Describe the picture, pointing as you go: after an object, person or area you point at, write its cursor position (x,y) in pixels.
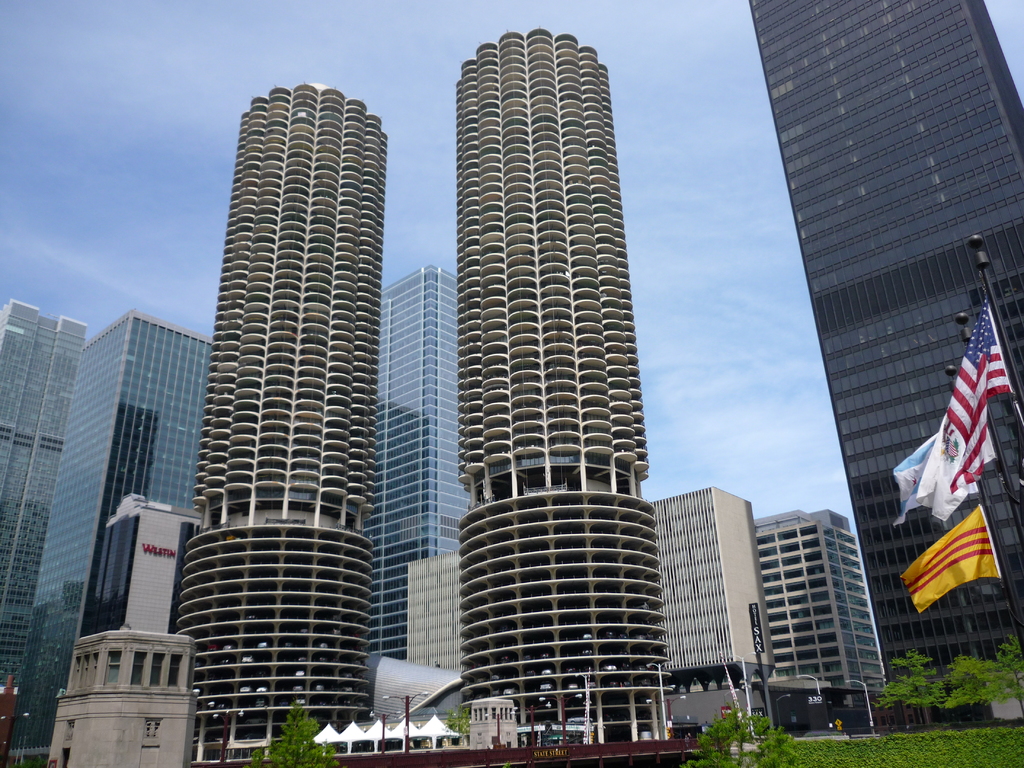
In the picture we can see some tower buildings (888,31) with many floors (983,626) and near it, we can see two cylindrical shaped buildings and near it, we can see some trees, plants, poles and in the background (659,207) we can see the sky (475,21) with clouds (785,447).
